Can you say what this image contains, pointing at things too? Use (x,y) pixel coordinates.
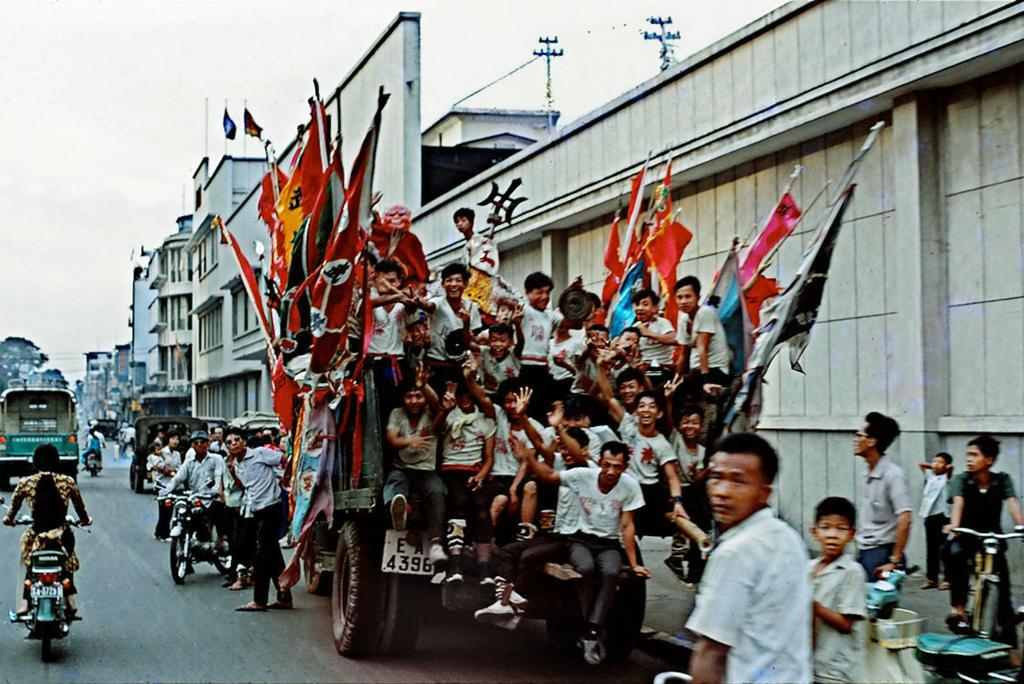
In this image I can see people (496,608) where few are standing and rest all are on their vehicles (34,594). I can also see flags (268,301) and in the background (191,279) I can see number of buildings (228,394), few poles (552,98), few more flags (251,121) and few more vehicles (72,419).
